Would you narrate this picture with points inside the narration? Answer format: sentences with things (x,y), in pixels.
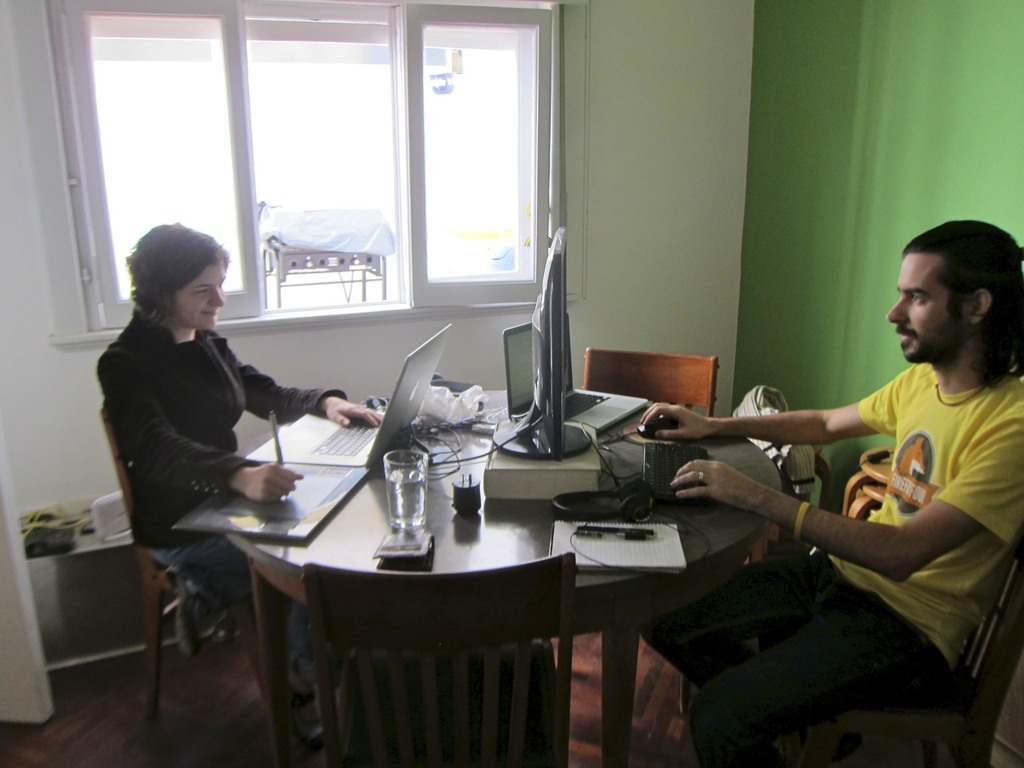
In this image there are two persons (970,347) sitting and looking to the computer (408,373). There are wires (452,454), computers (518,372), pens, paper (647,563) and glass (404,470) on the table (638,573). At the back (112,254) there is a window (426,133).
